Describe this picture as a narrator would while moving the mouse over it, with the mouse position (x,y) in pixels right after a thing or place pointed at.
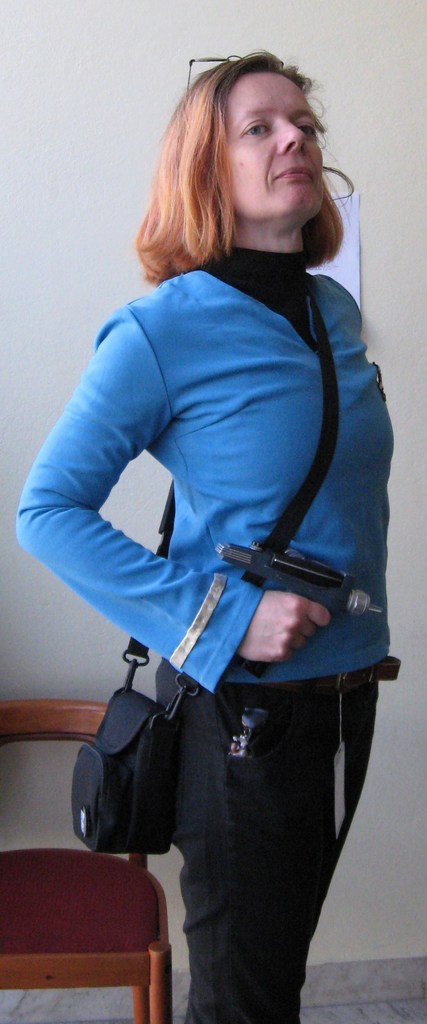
In this picture we can see woman (365,560) carrying bag (298,510) and holding gun (260,551) in her hands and standing and in background (107,77) we can see wall (47,756), chair (26,958).
